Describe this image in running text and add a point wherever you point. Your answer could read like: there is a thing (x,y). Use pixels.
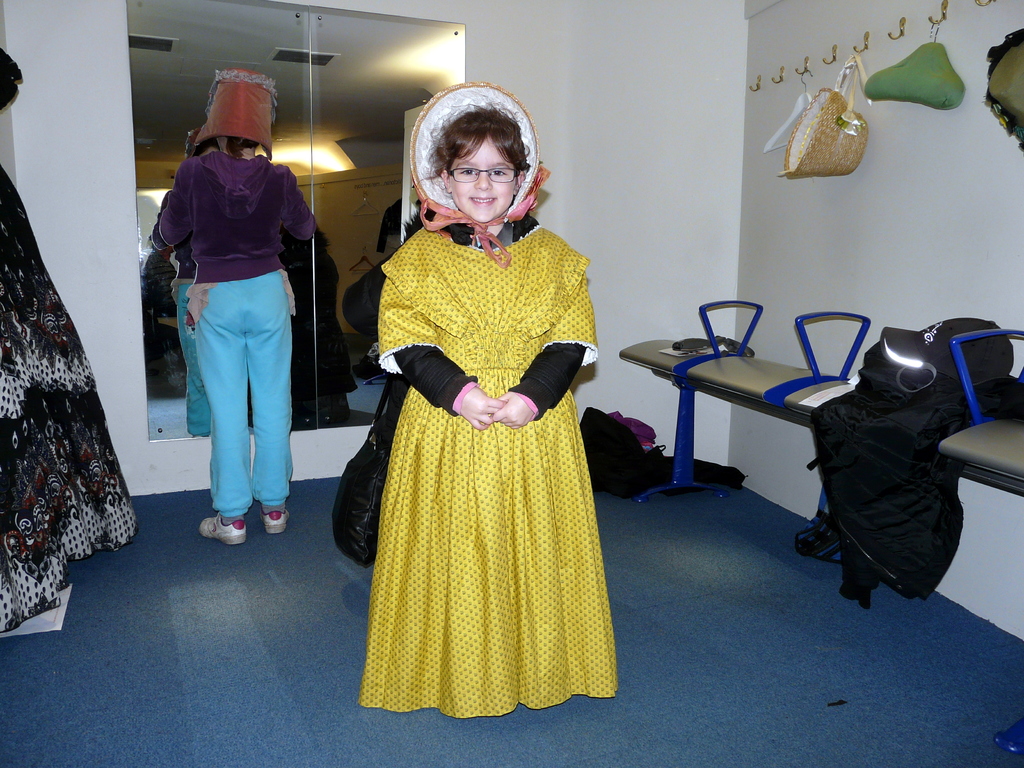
In the center of the image (429,281) there is a girl (420,348) standing on the ground (368,714). In the background (60,308) we can see persons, mirror (278,151), hooks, chairs (984,454), hat (847,115) clothes (864,455) and wall (583,159).
